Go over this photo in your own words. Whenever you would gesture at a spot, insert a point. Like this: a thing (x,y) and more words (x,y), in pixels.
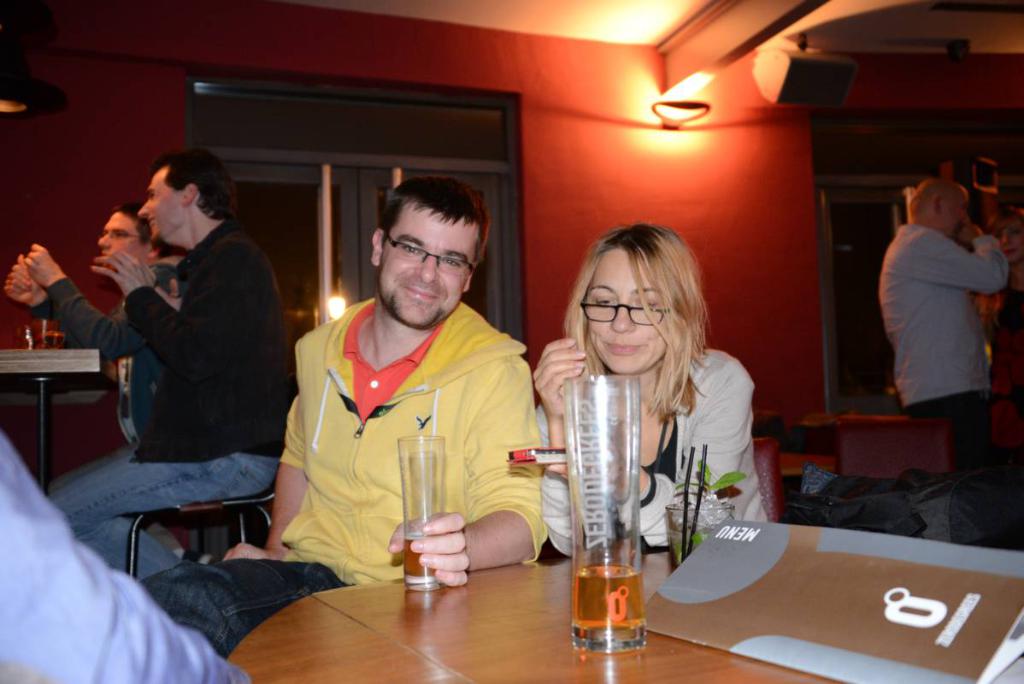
In this image I see a man (434,225) and a woman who are sitting in front (499,397) and there is a table (317,676) on which there are 3 glasses (617,447) and a menu card (1022,679). I can also see this man (426,320) is smiling. In the background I see few persons (137,497), wall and the light (672,107).
